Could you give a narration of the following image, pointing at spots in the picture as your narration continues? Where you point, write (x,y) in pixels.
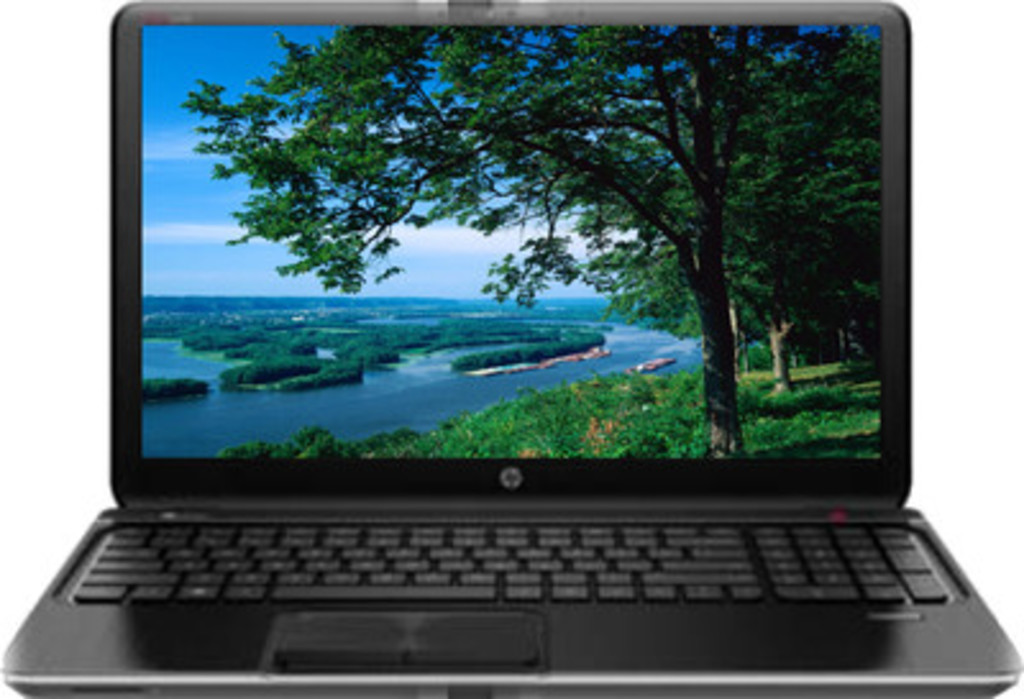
In this image we can see laptop (224,523).
